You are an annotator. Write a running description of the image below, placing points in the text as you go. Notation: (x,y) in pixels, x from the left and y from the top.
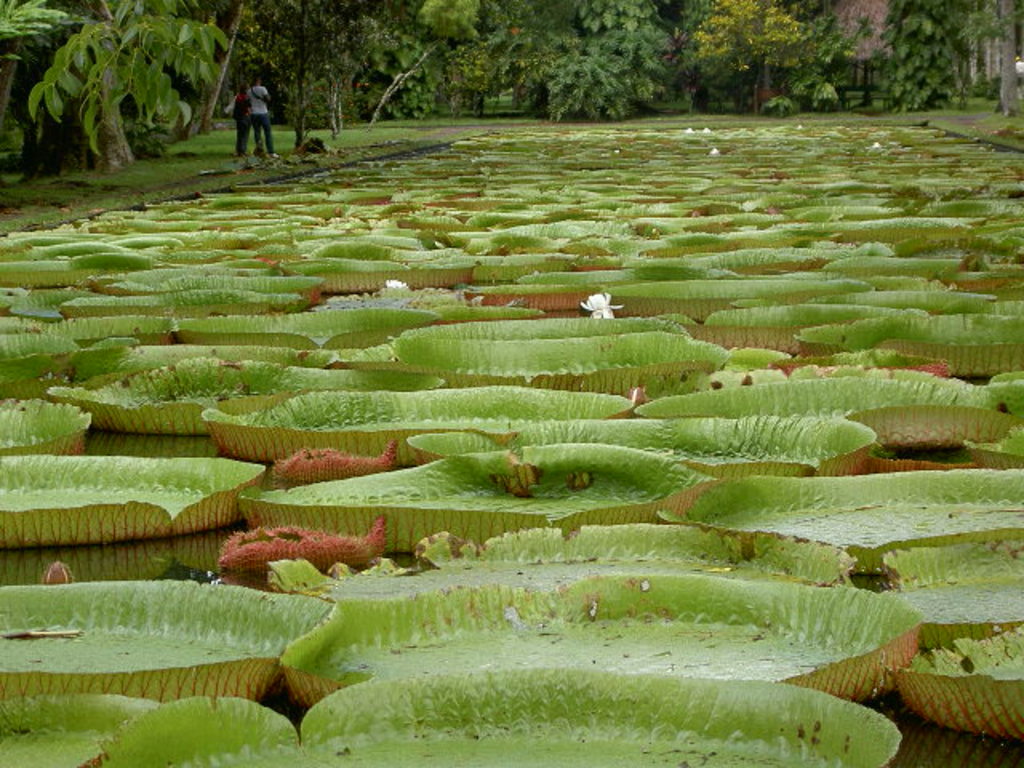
In this picture I can see few leaves (488,420) and flowers (598,304) in the water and I can see couple of them (244,132) standing and I can see trees (313,109).
